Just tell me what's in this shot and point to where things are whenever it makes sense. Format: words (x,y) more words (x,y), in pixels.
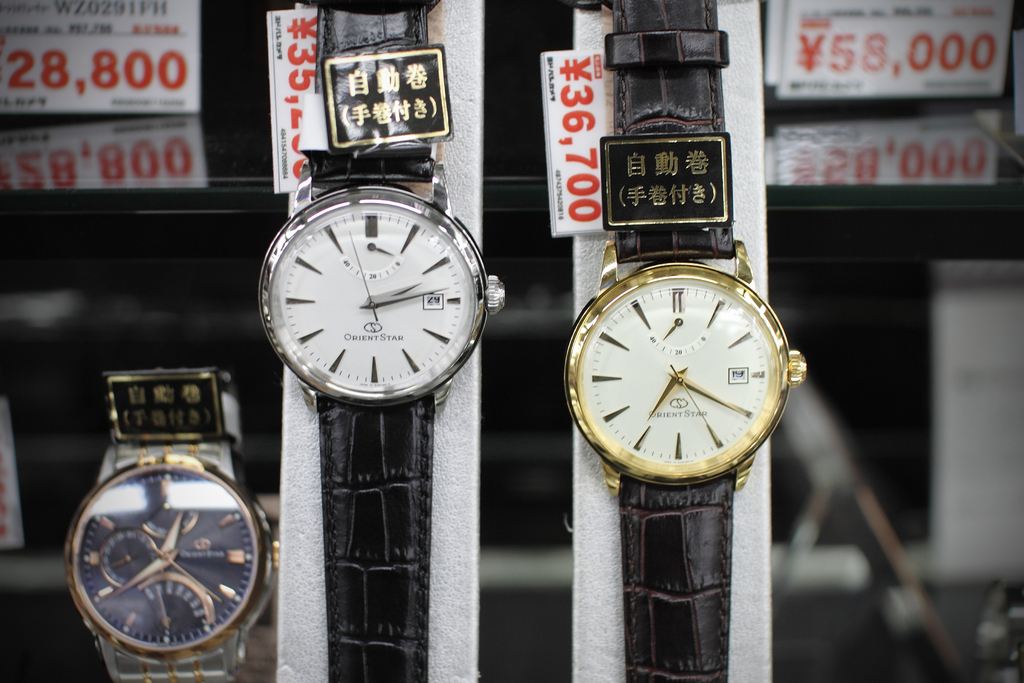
In this image I can see these are the watches (617,378) with black color belts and there are price tags (560,174) on them in red color.
